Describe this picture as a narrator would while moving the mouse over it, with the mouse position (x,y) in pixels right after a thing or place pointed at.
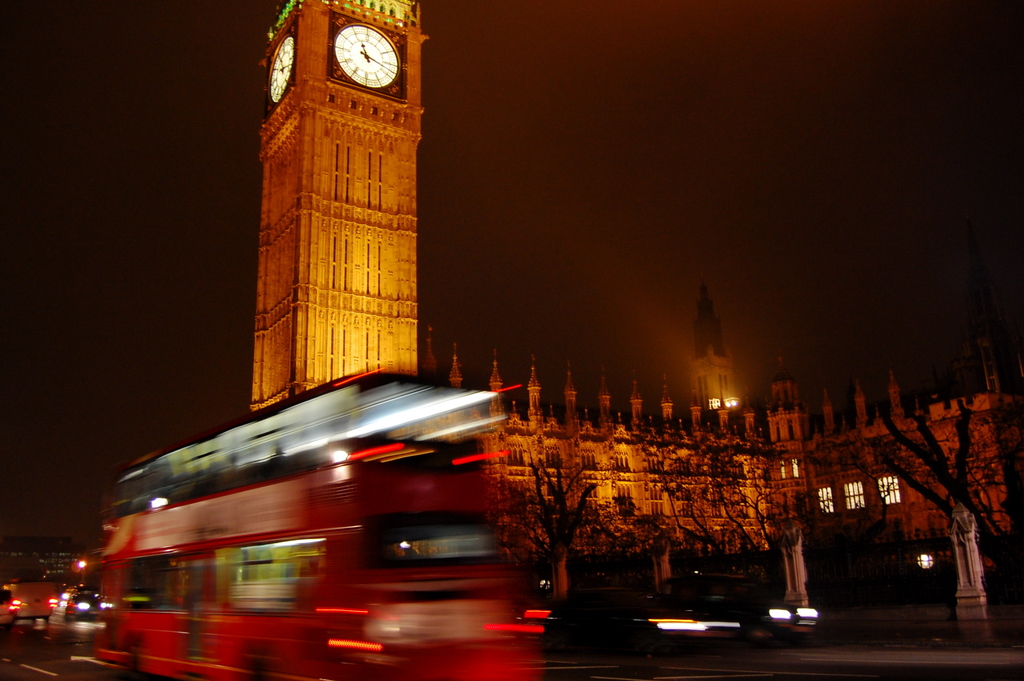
In this picture there are buildings (614,427) and there are clocks (353,72) on the tower (356,158) and there are trees (944,499) and there are vehicles (474,637) on the road (619,671). At the top (671,125) there is sky (672,124). At the bottom (664,658) there is a road (888,672).
